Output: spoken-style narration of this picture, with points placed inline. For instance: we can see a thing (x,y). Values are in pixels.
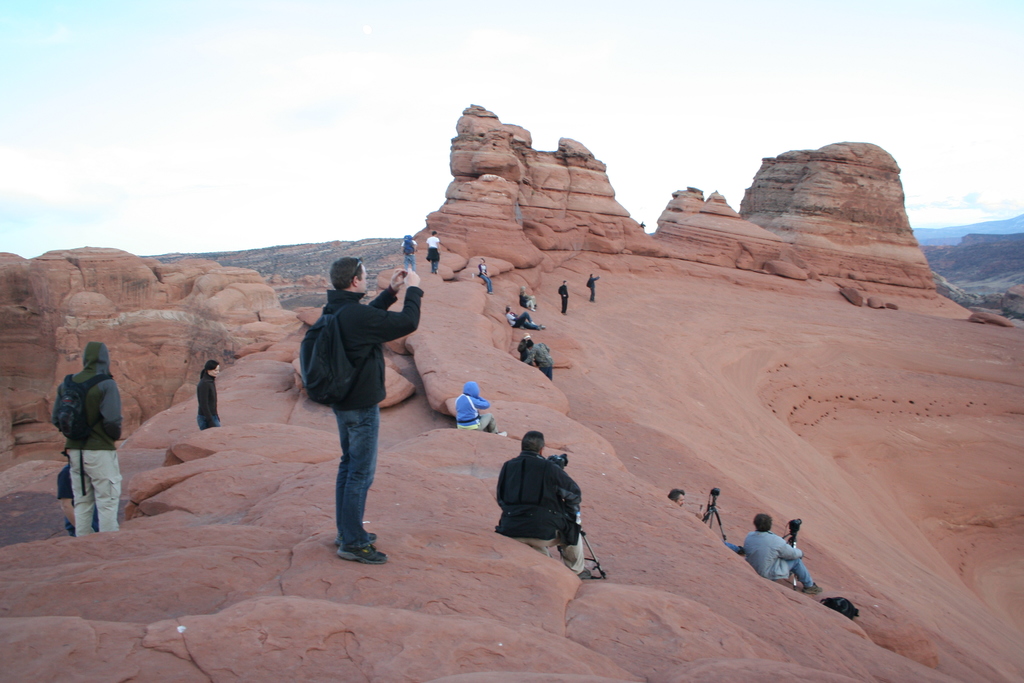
In this image there are some person (526,292) sitting as we can see in middle of this image (470,398) and there is a person (360,432) standing at middle of this image (376,411) is holding a mobile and wearing black color dress (360,384) and black color backpack (331,362). There is one another person (520,505) right side to him is sitting and there is a mountain (879,213) in middle of this image (610,303) and back side to this image as well. There is a sky (517,67) at top of this image (530,90). there are some persons (96,458) at left side of this image (213,422) and there is one man (474,417) wearing blue color dress (459,414) sitting in middle of this image (483,399).
